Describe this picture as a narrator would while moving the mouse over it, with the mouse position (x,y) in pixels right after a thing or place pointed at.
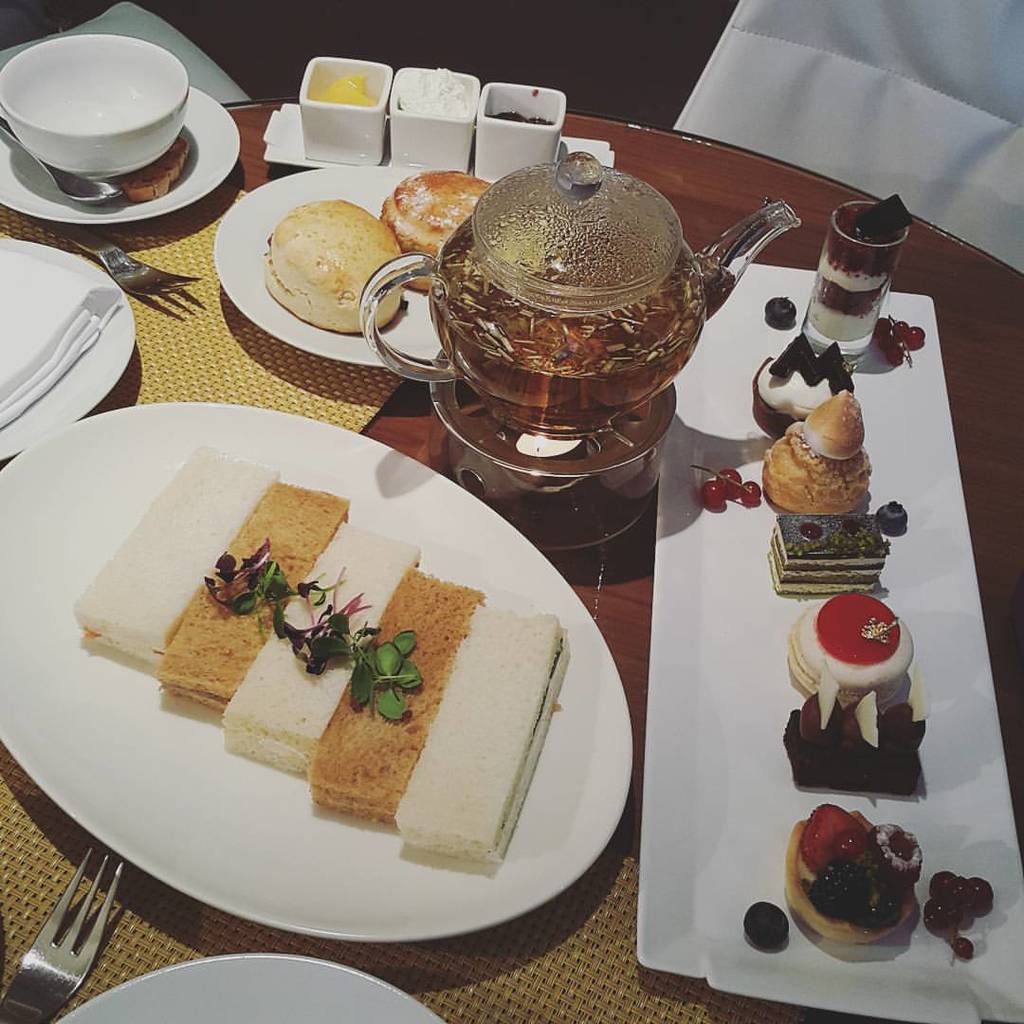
In this image there are plates (298,801), fork (93,898), bowls (66,146), tissues (61,284), glass (854,298), kettle (534,270), food (804,671) on the table (979,585). There are white chairs (798,56) behind the table (744,250).
